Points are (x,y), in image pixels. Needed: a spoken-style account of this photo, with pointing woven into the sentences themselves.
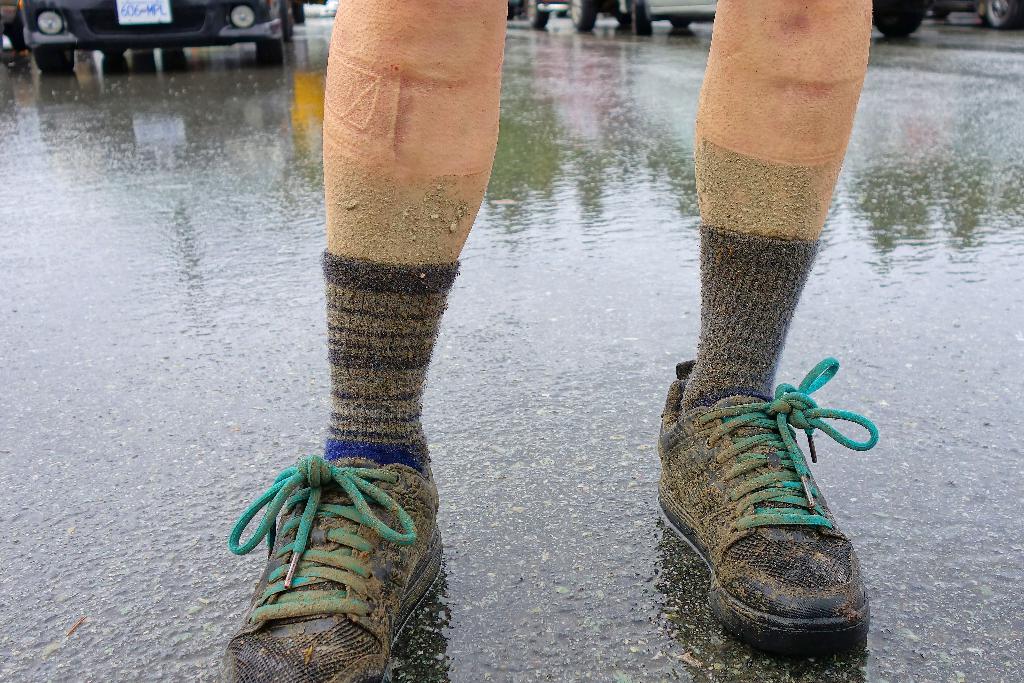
In this image we can see persons legs (471,156) and few vehicles (558,3) on the road (193,308).
